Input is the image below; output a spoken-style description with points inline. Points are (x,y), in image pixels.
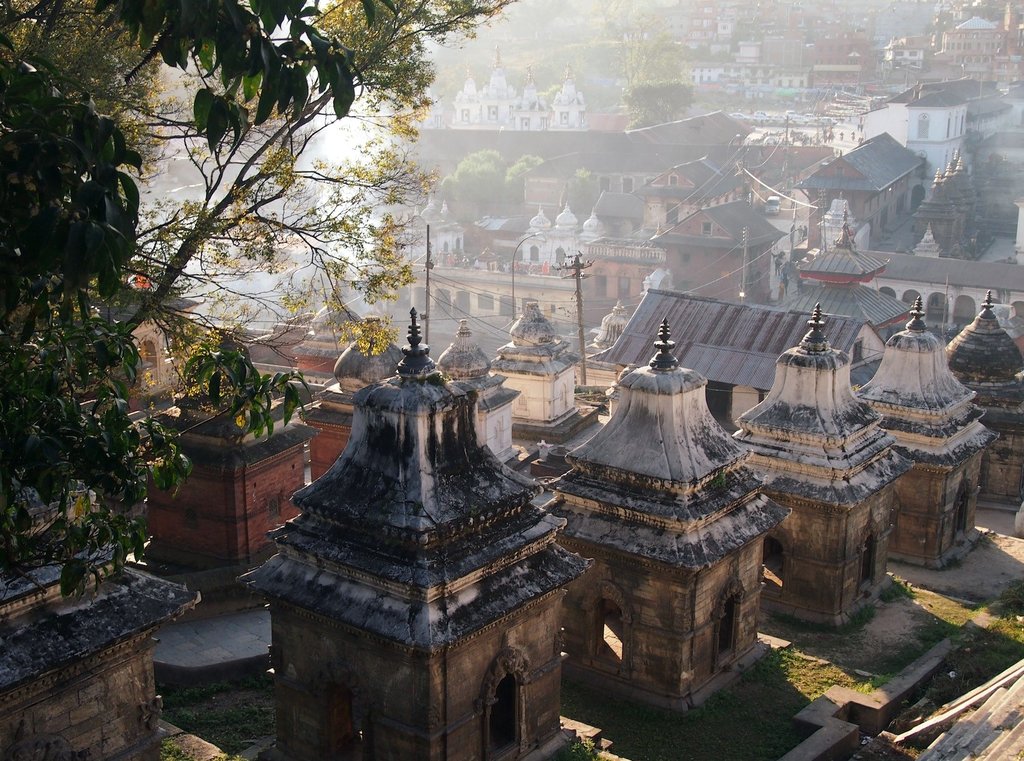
In this picture we can see some house (556,538), at the bottom (778,700) there is grass (781,703), on the left side (134,232) there is a tree (86,210), we can see poles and trees (629,43) in the middle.
